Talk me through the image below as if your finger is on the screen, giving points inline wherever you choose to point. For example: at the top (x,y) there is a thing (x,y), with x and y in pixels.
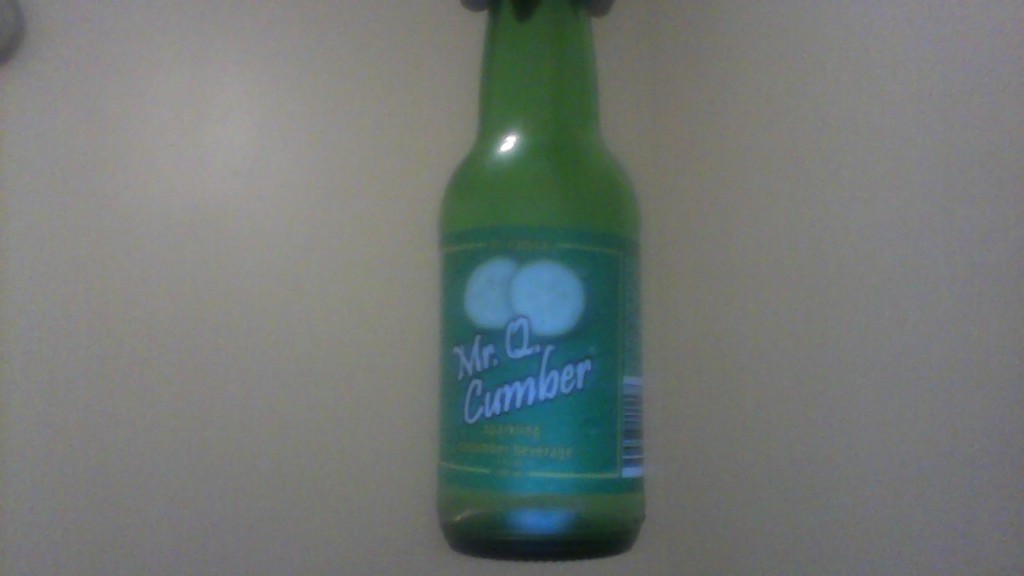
In this image I can see a green color bottle (607,255) and sticker (532,485) on it. Background (902,86) is in white color.
